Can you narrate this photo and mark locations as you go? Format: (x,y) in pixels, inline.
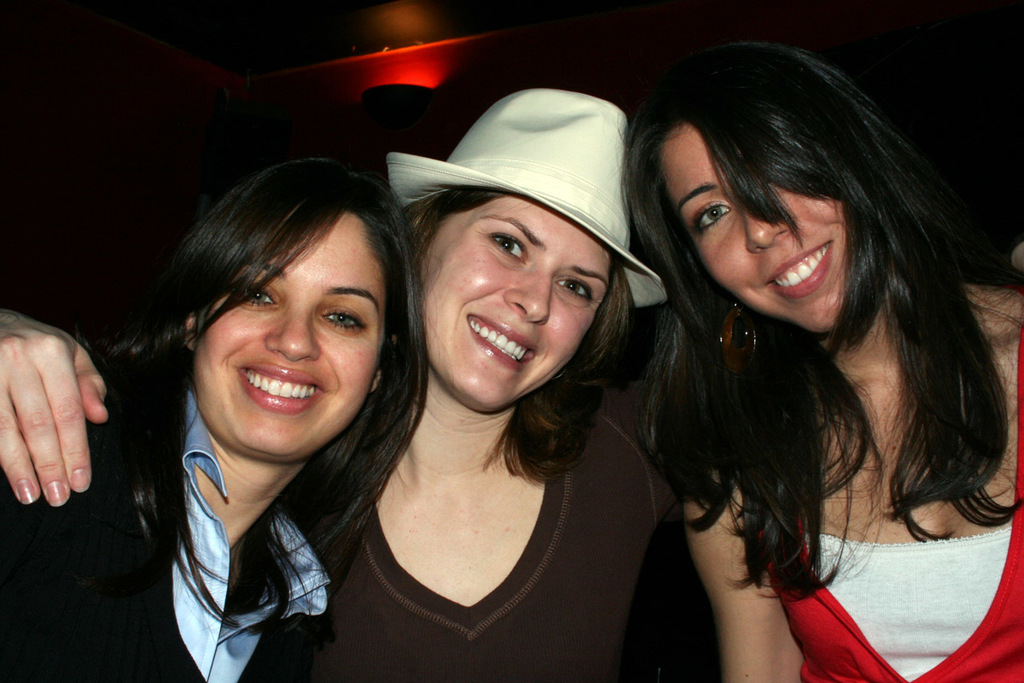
In this image in front (285,327) there are three people (488,454) wearing a smile on their faces (479,357). Behind them there is light (411,55).
